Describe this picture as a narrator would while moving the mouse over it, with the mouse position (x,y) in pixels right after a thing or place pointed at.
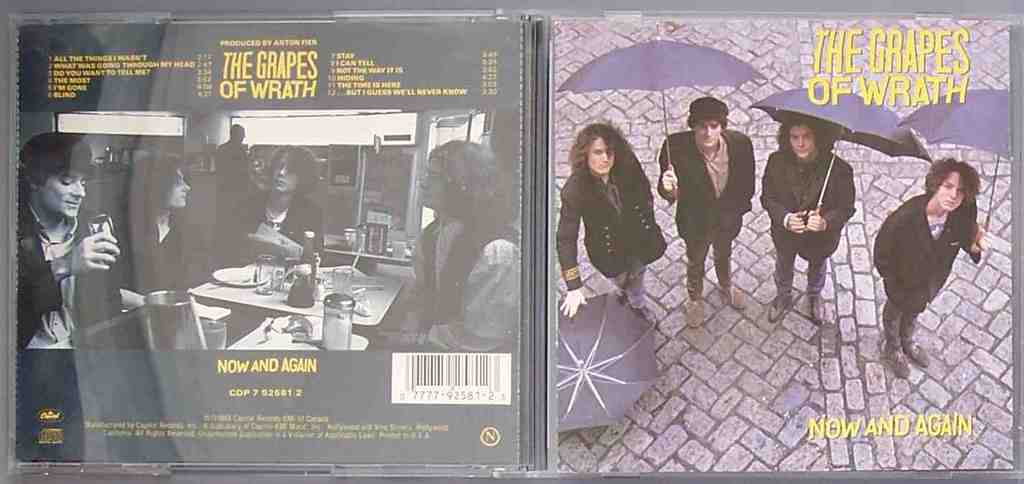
This image is a CD case (556,293). On the left (230,137) there is a black and white image (244,148) with the text (266,77), numbers (298,392) and also bar code (449,380) and on the right (818,107) we can see the persons (731,141) with umbrellas (630,384) and are standing on the ground (789,356). We can also see the yellow color text (899,66).
